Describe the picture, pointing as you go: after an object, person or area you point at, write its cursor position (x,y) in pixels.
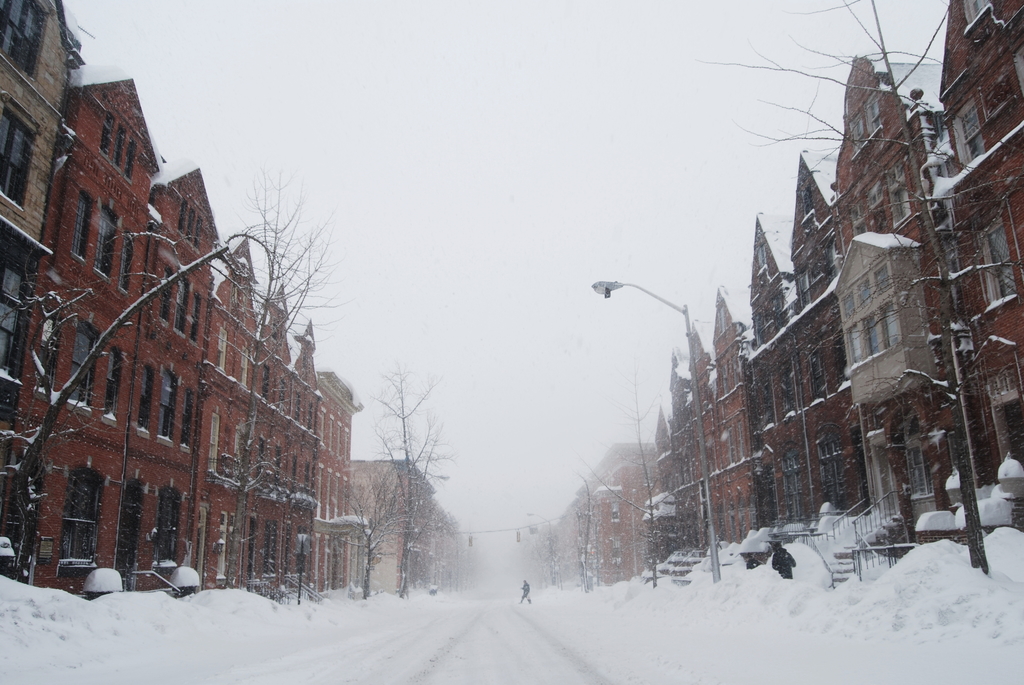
In this image I can see buildings (773,377), a street light (710,522) and the snow (340,618). In the background (518,570), I can see a person (527,593) and the sky (364,253).
